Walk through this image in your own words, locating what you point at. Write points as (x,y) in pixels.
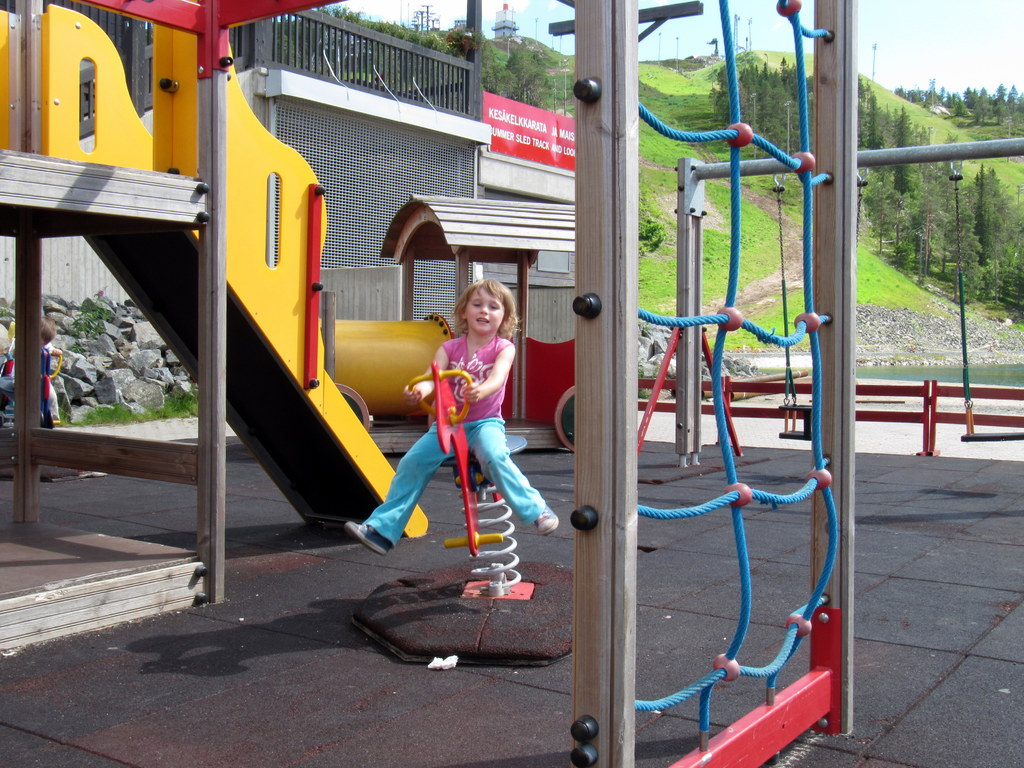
In this picture I can see there is a playground (526,372) and there is a girl (489,416) playing, there is a slide (424,519), swings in the backdrop (1014,434) and there is a boy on the left side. There is a mountain (746,159) in the backdrop (784,272), there is a walkway (792,250), there is a pond (930,379) on the right of the image (873,374), there are few trees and the sky (1017,21) is clear.
